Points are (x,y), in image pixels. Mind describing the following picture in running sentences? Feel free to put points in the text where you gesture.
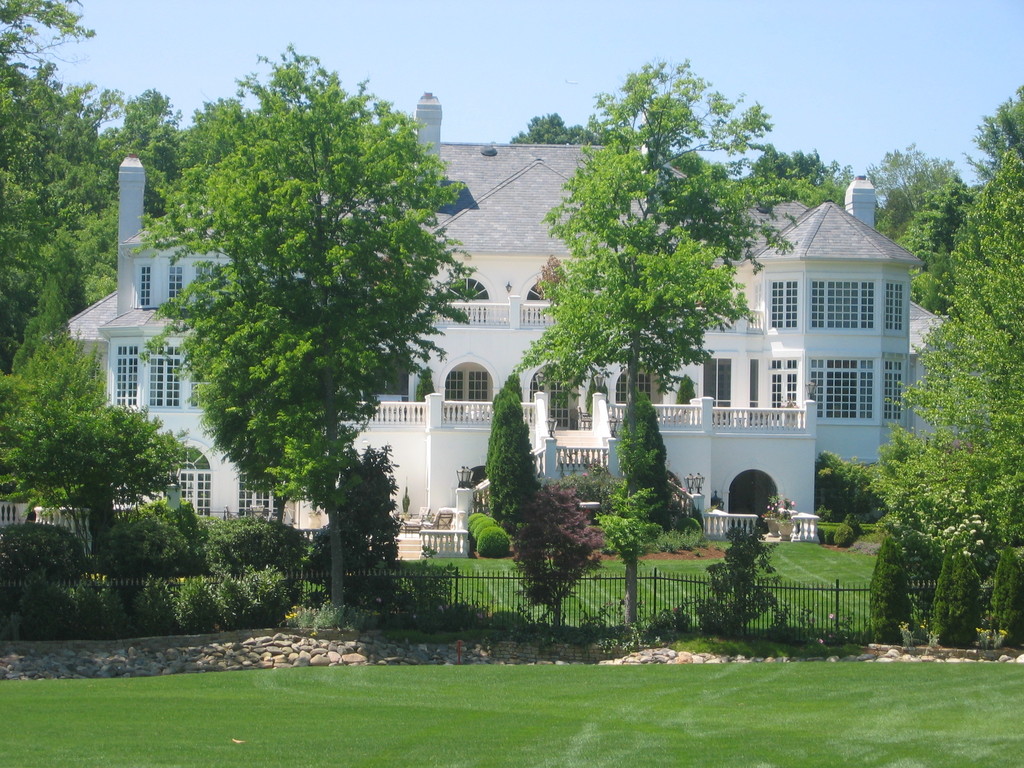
This picture might be taken from outside of the city. In this image, we can see some trees (16,450), metal grills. In the background (493,442), we can see some trees (965,462), building (851,416), glass window (625,370), pillars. At the top (621,46), we can see a sky (614,90), at the bottom (772,691), we can see some stones (196,659) and a grass (786,733).
